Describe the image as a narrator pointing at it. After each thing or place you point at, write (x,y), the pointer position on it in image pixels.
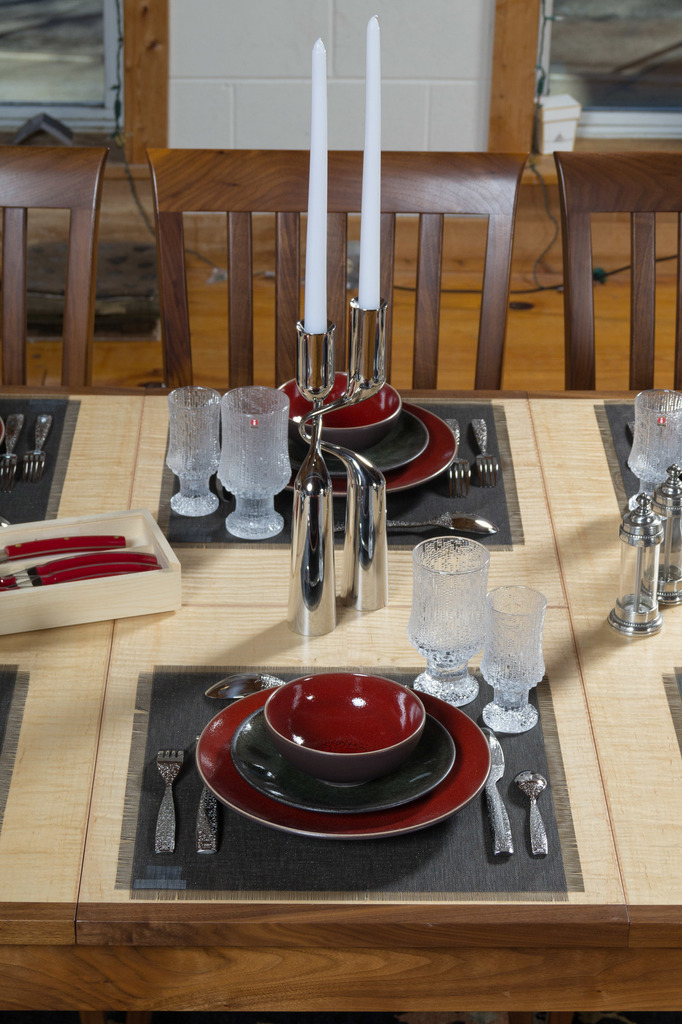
In this image, we can see a wooden table (457,946). On top of the table (664,637), few items (662,555) are placed. There are few chairs (429,262) around the table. At the right side (615,85), we can see a glass window (555,75) and white color wall (264,51). And wooden floor (208,361) here.
